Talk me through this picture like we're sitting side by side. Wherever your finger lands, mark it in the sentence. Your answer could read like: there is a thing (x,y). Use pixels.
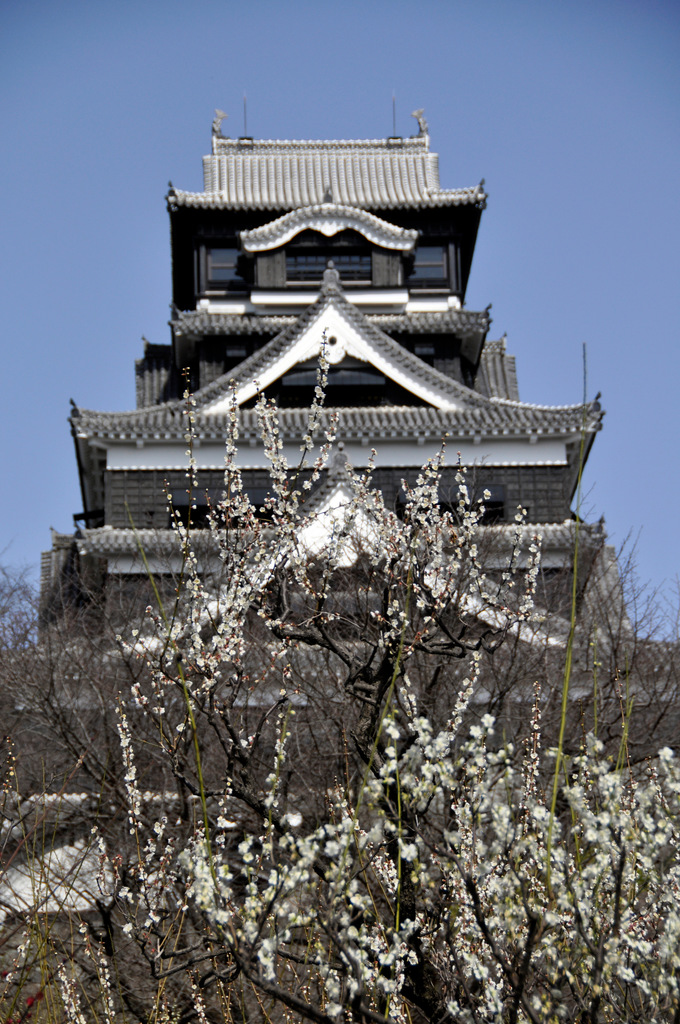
In the image we can see there is a tree (247,861) and there are flowers (341,854) on the tree (627,754). Behind there is a building (361,329) and there is a clear sky (294,118).
